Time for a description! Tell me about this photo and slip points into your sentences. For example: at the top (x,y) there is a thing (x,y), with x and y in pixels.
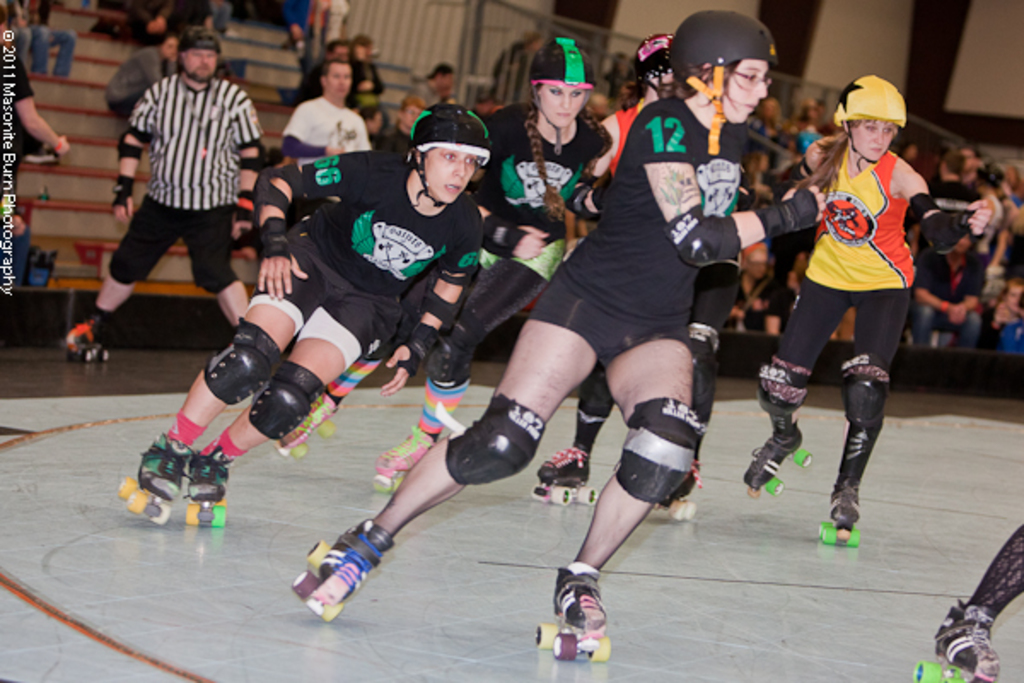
In the foreground of the picture (413,411) there are women (584,405) skating. In the left (193,172) there is a referee (136,253) skating. In the background (245,66) there are audience (1019,185) sitting on benches (254,63). The background (435,23) is blurred.
